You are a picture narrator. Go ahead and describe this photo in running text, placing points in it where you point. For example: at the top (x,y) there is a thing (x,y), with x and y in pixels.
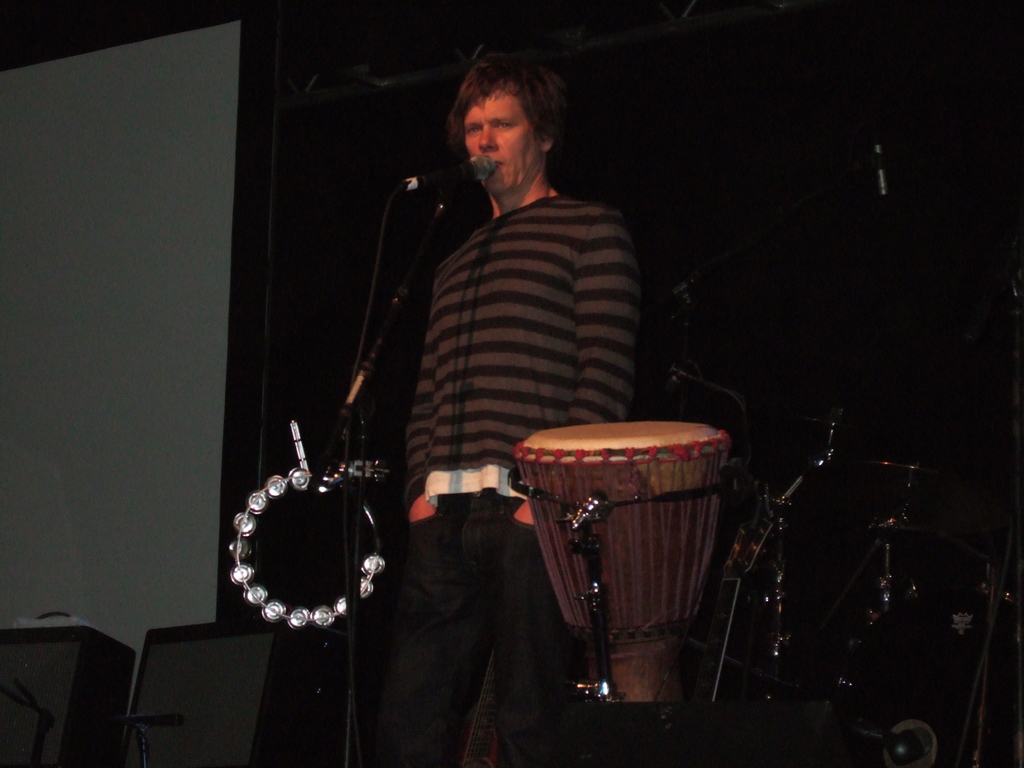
As we can see in the image there is a man (538,152) standing and singing on mike (468,172) and beside the man (475,495) there is a drum (684,559).
